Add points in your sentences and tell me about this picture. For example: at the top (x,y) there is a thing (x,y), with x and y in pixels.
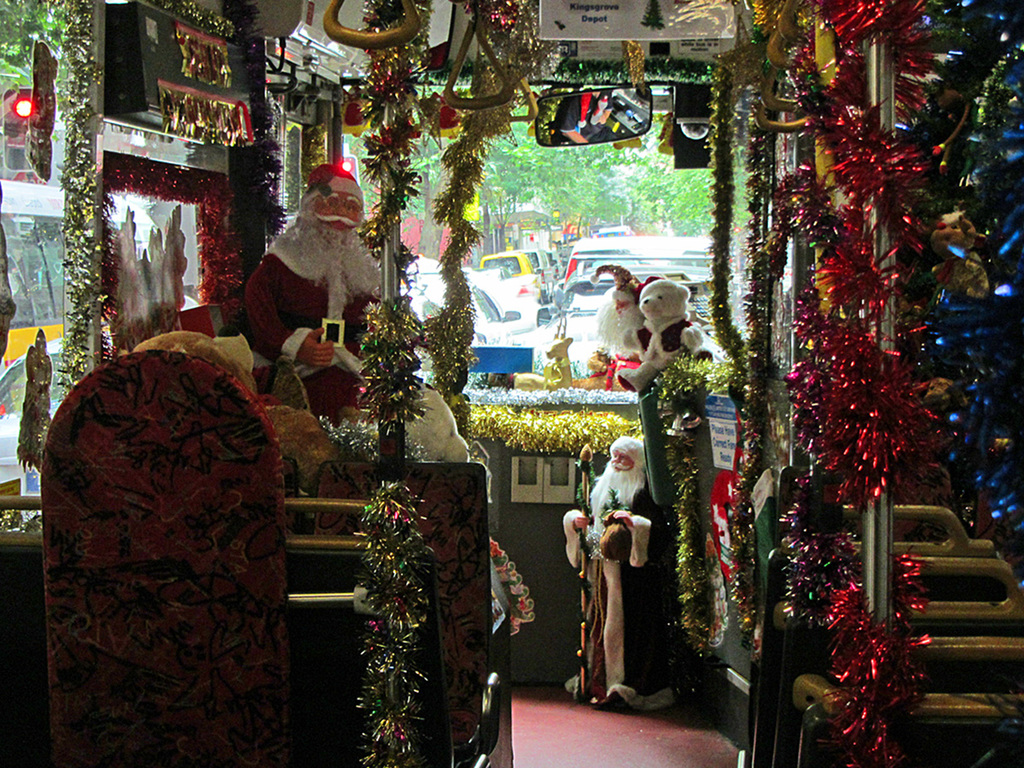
In the image in the center (614,376) we can see some toys (614,376), chairs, poles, banners (687,25), lights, glass (645,221), mirror (633,105) and some decorative items (707,566). In the background (681,205) we can see trees (666,183), poles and vehicles (508,267).
